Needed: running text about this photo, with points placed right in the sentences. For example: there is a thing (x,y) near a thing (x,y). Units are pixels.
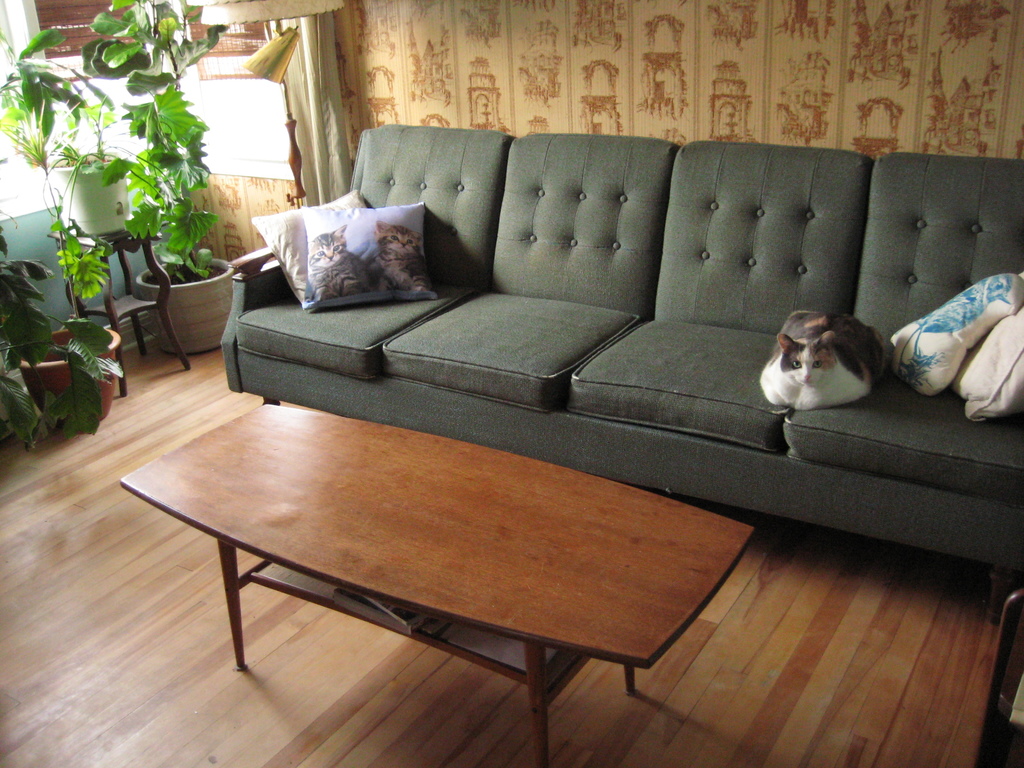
Here we can see that a sofa (512,151) on the floor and cat (829,355) on it and pillows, and at back (594,107) there is the wall (592,94), and here is the table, and at side here are flower pots (215,317).
